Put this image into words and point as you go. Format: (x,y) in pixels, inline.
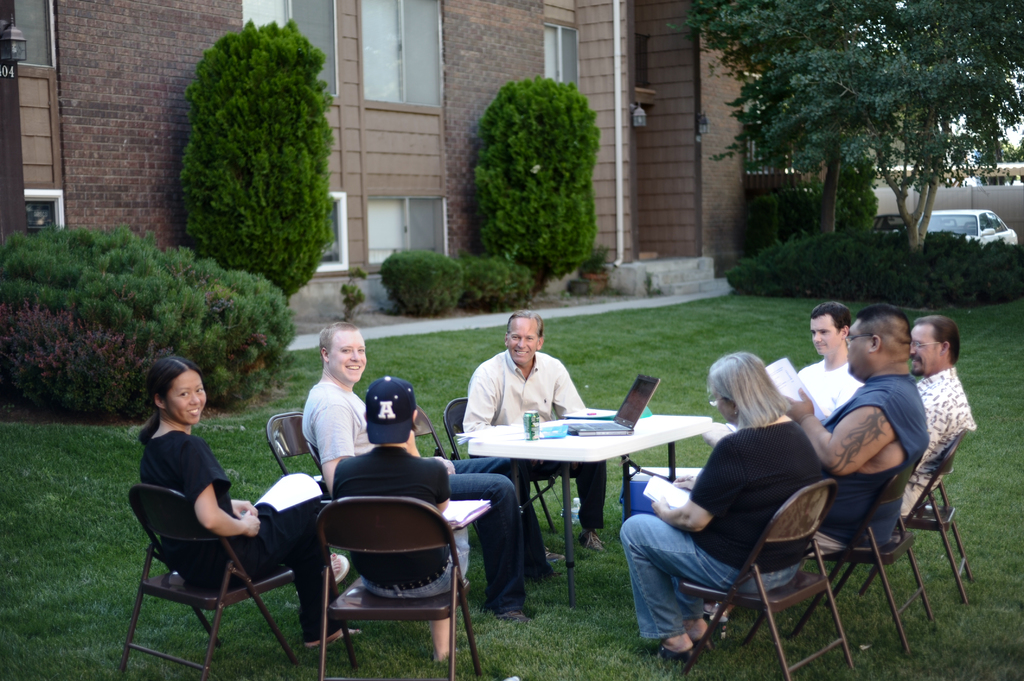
This Picture describe the a view of the garden (582,553) in which a group of people (413,489) are sitting around on the chair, In the middle (557,446) white table (601,442) on which the laptop (646,383) is placed, Center man (533,404) is smiling and looking in the camera, Behind we can see the red brick building (604,74) and some trees (536,177) around it. And white color car (995,225) parked at the extreme corner of the Boundary wall (959,207).
